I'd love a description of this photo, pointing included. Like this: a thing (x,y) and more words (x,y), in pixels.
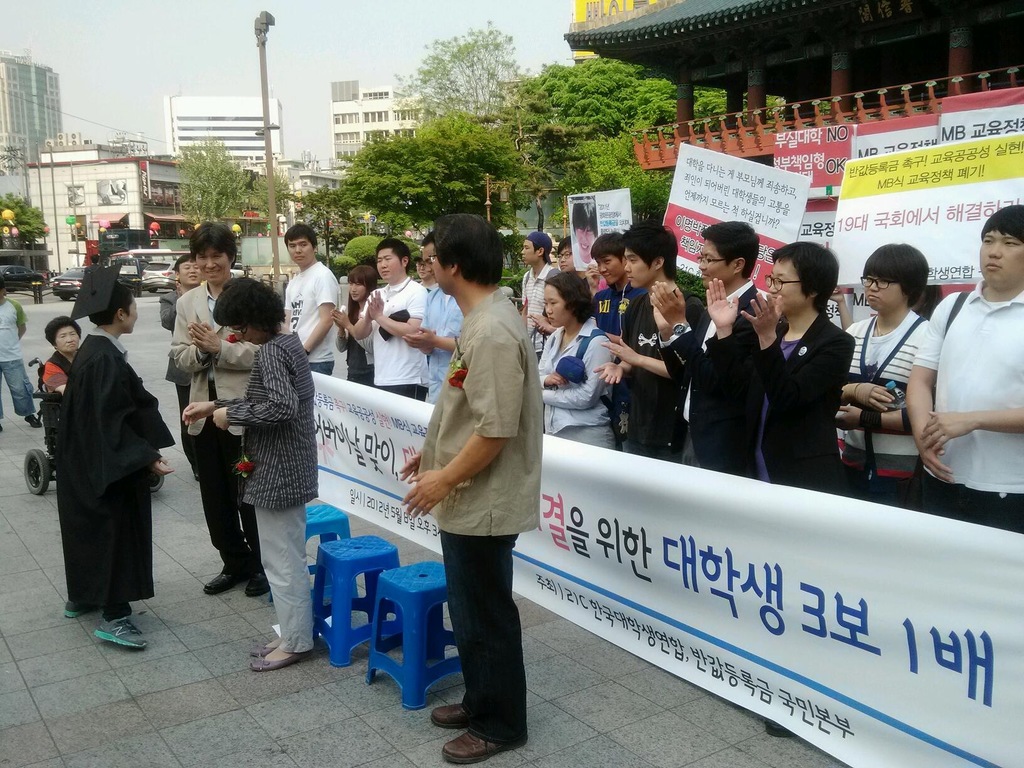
Here people (514,364) are standing, there are trees (347,195) and buildings (279,140), these are stools (416,655) and posters (857,135), this is sky (136,69).
